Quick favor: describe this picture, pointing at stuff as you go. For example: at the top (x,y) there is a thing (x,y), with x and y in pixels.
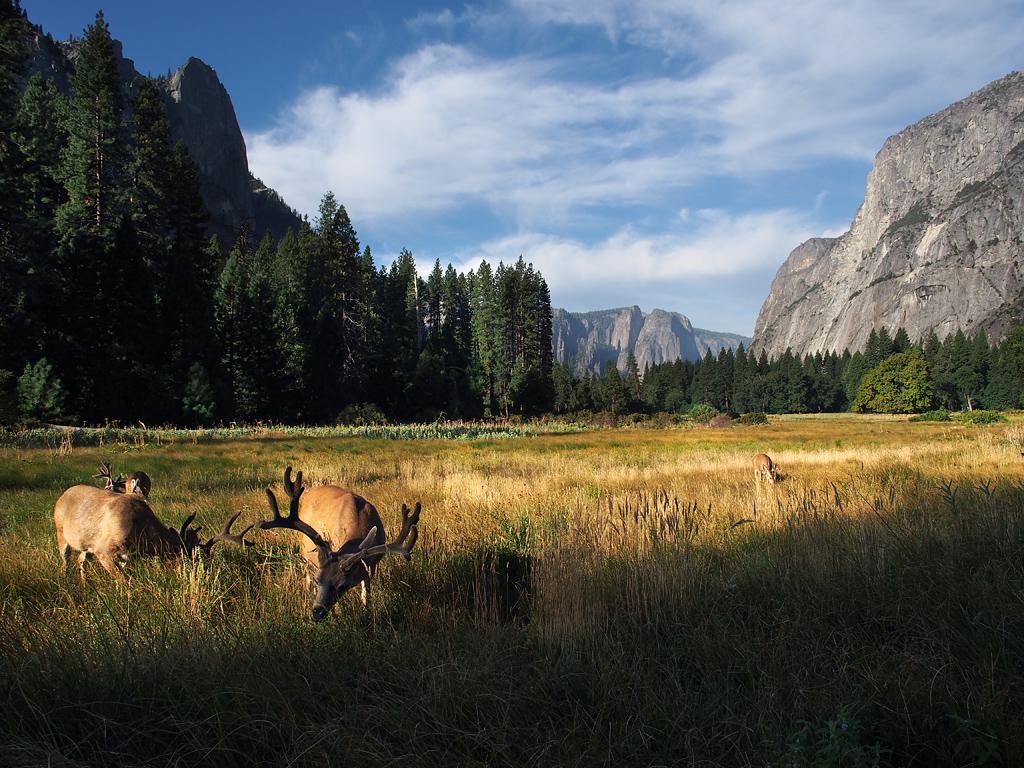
In this image I can see few plants (682,632), few animals (344,541), few trees (250,287) which are green in color and few mountains (1009,271). In the background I can see the sky (591,201).
